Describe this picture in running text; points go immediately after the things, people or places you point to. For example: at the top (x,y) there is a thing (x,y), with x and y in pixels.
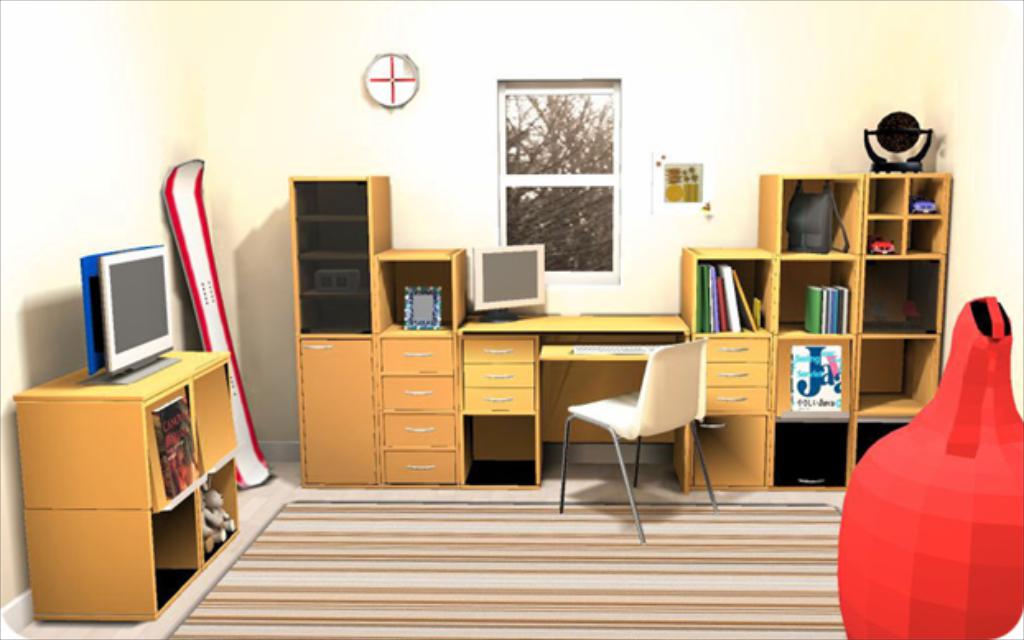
In the left (42,405) a table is there on which system (136,312) is there and a ski board (244,391) is there. In the middle (456,300) desk (606,331) is there and shelves (816,336) are there in which photo frame (435,319), system (647,346), books (734,321), bag (805,236), toy cars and so on kept. Next to that chair (650,372) is there and the wall (409,158) is white in color on which wall painting (681,169) is there and a clock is there. At the right bottom (846,574) decorative item (984,410) is kept. This image is taken inside a room (307,528).
